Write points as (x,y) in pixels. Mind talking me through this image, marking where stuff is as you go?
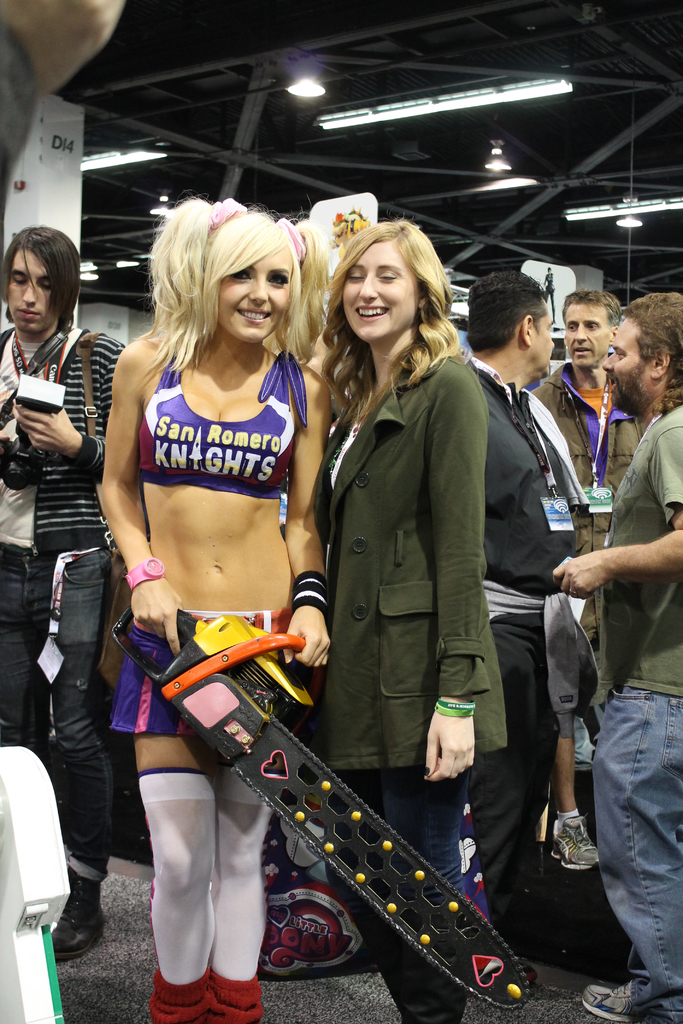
In this picture I can see few people (303,369) standing and I can see they are wearing ID cards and I can see a woman (259,595) holding a chainsaw blade (267,748) in her hands (303,630) and I can see lights (506,162) on the ceiling (390,193) and I can see a man (40,435) and a camera (24,473).
